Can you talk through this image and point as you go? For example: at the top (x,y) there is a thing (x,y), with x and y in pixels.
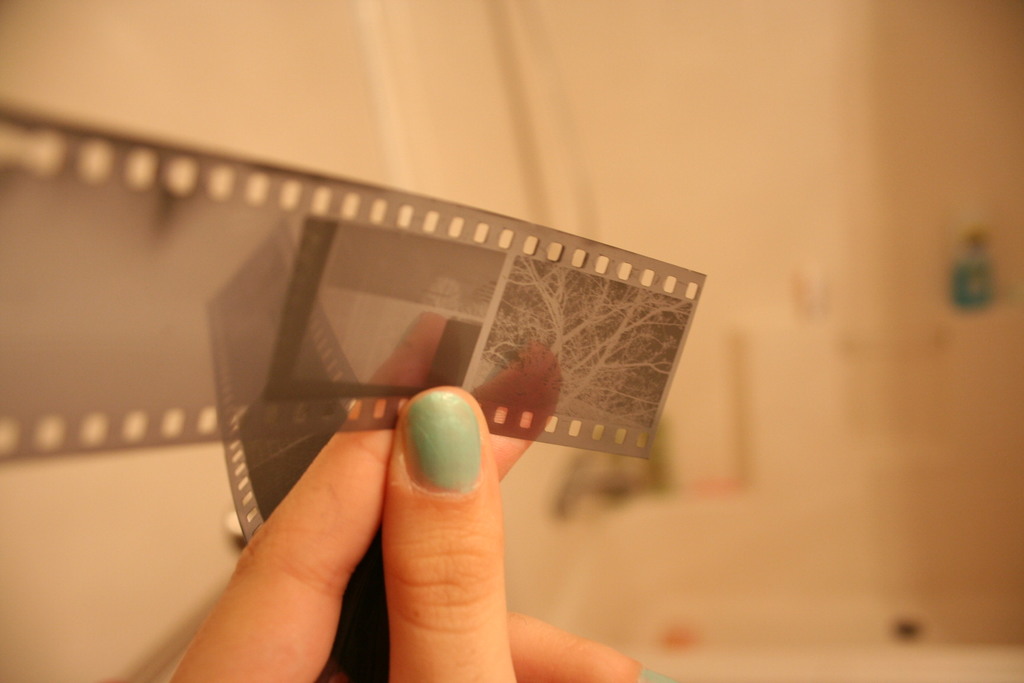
Here in this picture we can see a person (424,419) holding a negative film reel (345,348) in her fingers (428,485) over there.
